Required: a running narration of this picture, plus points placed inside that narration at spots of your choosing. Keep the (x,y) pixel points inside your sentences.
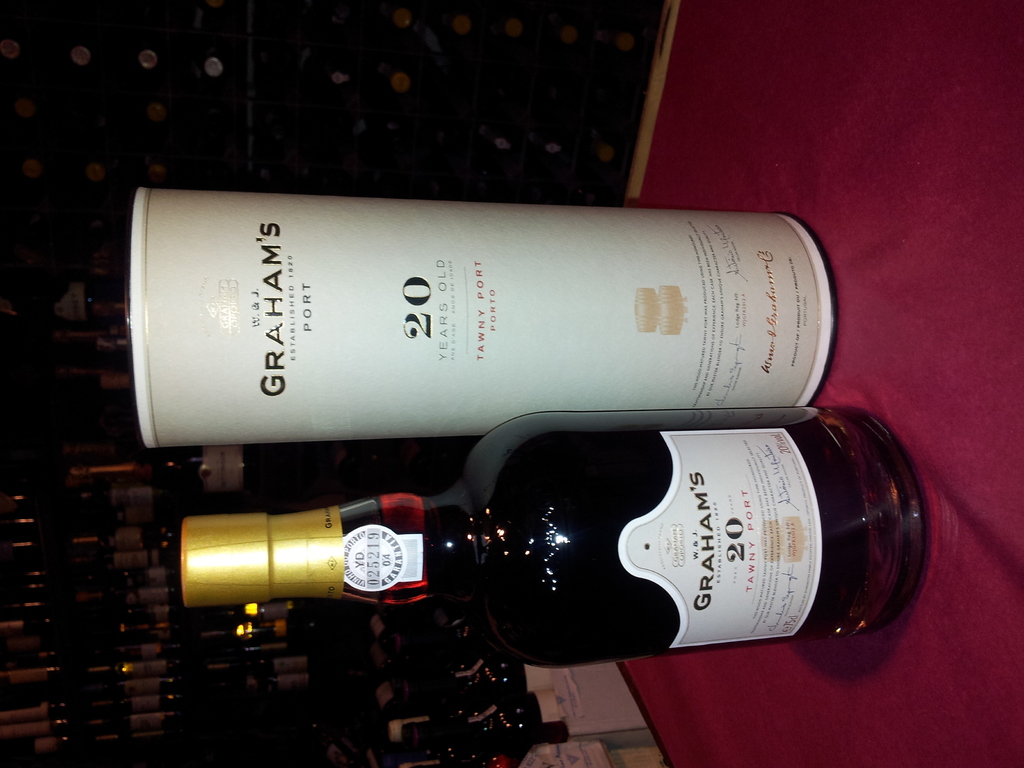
In the middle of the image (362,501) there is a wine bottle (823,564) on the table (994,523). Left side of the image (191,165) a few wine bottles (75,300) are there.
